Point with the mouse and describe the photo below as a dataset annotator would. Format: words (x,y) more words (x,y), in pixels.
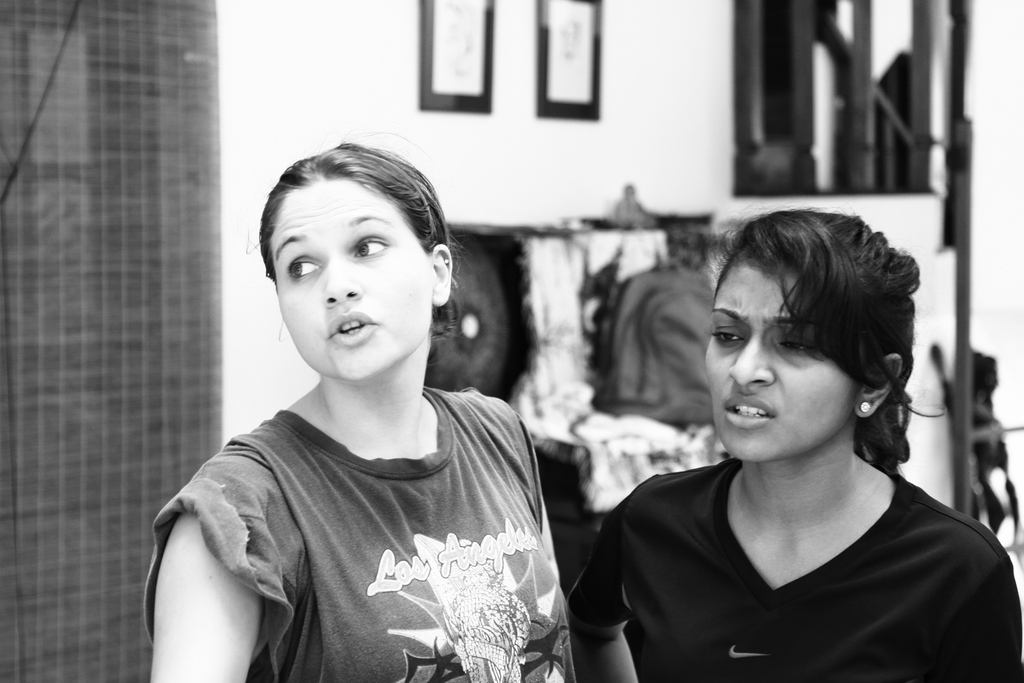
In this image I see 2 women (234,672) and I see that both of them are wearing t-shirts (730,656) and I see 2 photo frames (557,77) on the wall (395,9) and I see few things (618,240) over here and I see that this is black and white image and I can also see that there are words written on this t-shirt (312,645).
